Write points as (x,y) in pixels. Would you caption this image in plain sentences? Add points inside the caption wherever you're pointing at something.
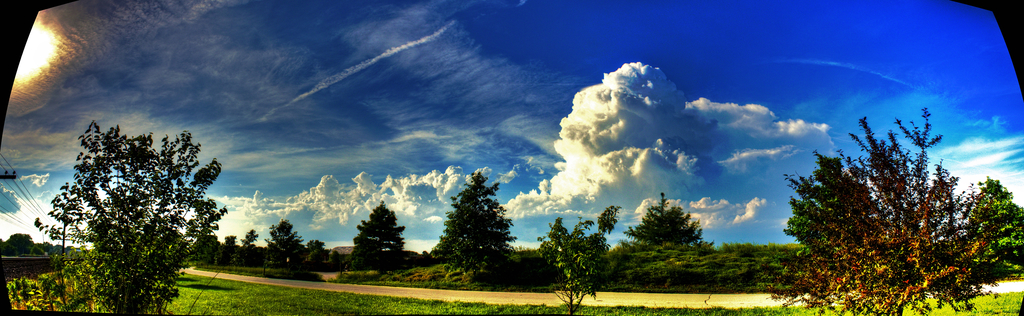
These are the trees (281,230). This is the grass (233,304). I think this looks like a road (398,287). These are the clouds (653,170) in the sky (703,91). At the very left corner of the image (17,181), that looks like a current pole (15,171) with current wires (9,195) hanging.
